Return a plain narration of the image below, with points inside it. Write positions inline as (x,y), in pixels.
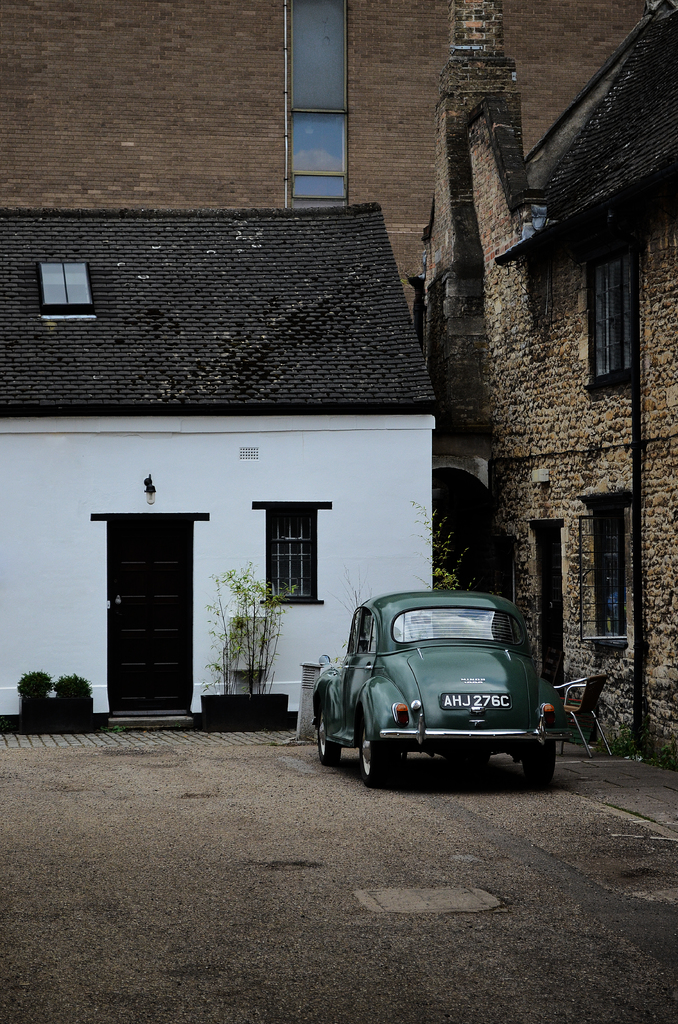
In this picture we can see a car (399,700) parked here, we can see a house (364,375) and building (433,238) here, there is a door (168,648) and some plants (287,588) here, we can see window (283,576) of this house (283,570), on the right side (583,699) there is a chair (591,693), we can see pipe (641,672) here.
